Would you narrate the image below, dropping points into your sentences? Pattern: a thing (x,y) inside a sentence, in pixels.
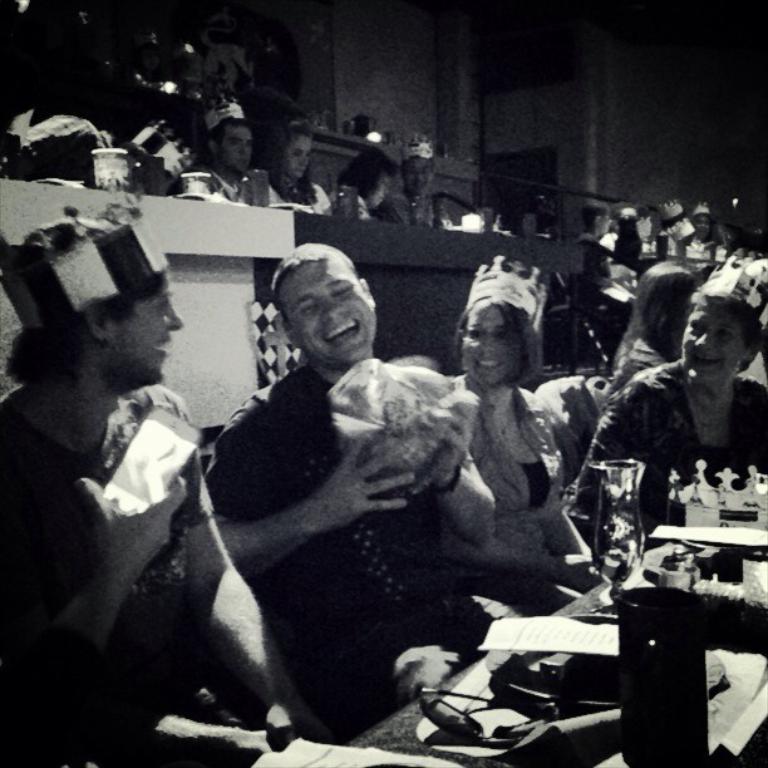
This is a black and white pic. Here we can see few people (280,470) sitting on the chair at the table (573,603) and few persons (208,575) has crown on their head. On the table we can see a glass (607,573), papers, crown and some objects (648,714) and this is a wall (520,82).
